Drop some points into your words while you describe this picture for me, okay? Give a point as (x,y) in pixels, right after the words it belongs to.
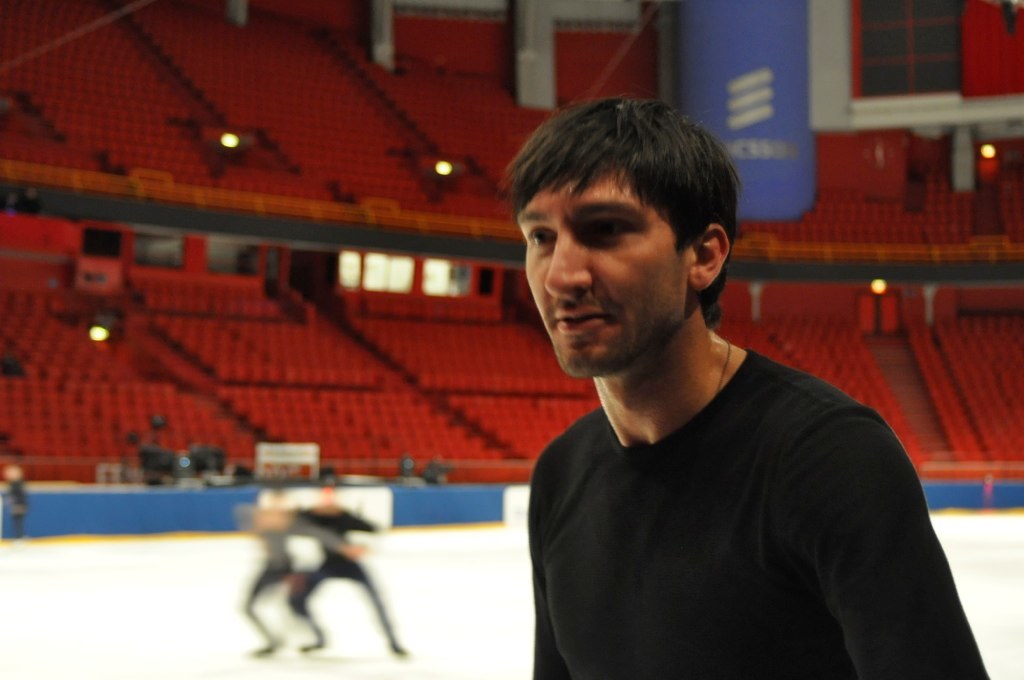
This is a picture of a stadium (985,336). In the background (493,86) we can see the chairs (435,117), lights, windows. Behind the wall (144,499) we can see few objects (235,478) in black color. On the floor (416,602) we can see men (320,490). We can see a man (686,501) wearing a black t-shirt (686,501).
